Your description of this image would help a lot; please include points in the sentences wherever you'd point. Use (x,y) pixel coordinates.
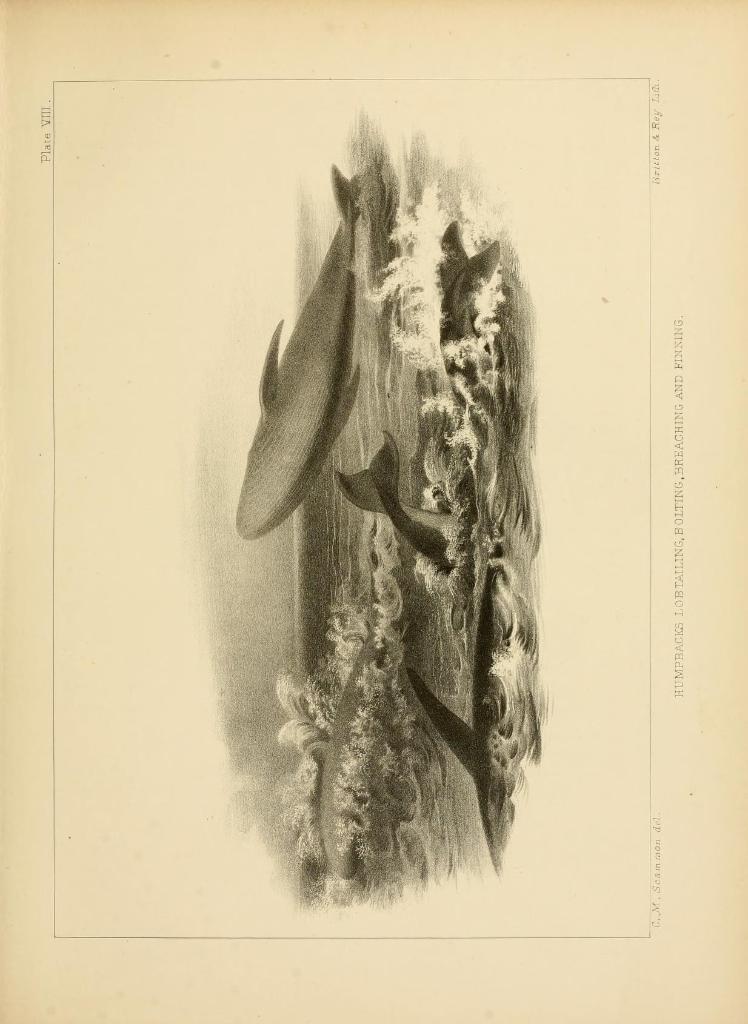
In this picture we can see the sketch (309,563) of whales (377,497) and water (462,439) on the paper (550,586) and on the paper (656,676) it is written something.
